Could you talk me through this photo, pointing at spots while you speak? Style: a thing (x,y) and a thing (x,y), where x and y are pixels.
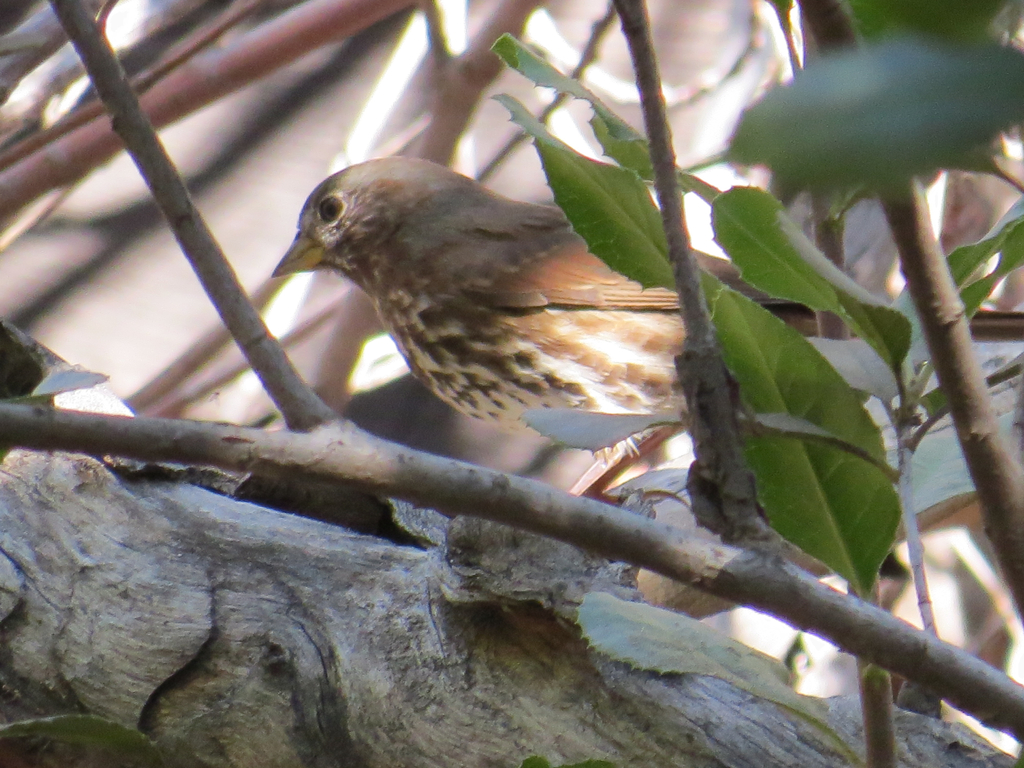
In this image, this looks like a bird (451,327), which is standing. These are the branches (596,526) and the leaves (774,362).
